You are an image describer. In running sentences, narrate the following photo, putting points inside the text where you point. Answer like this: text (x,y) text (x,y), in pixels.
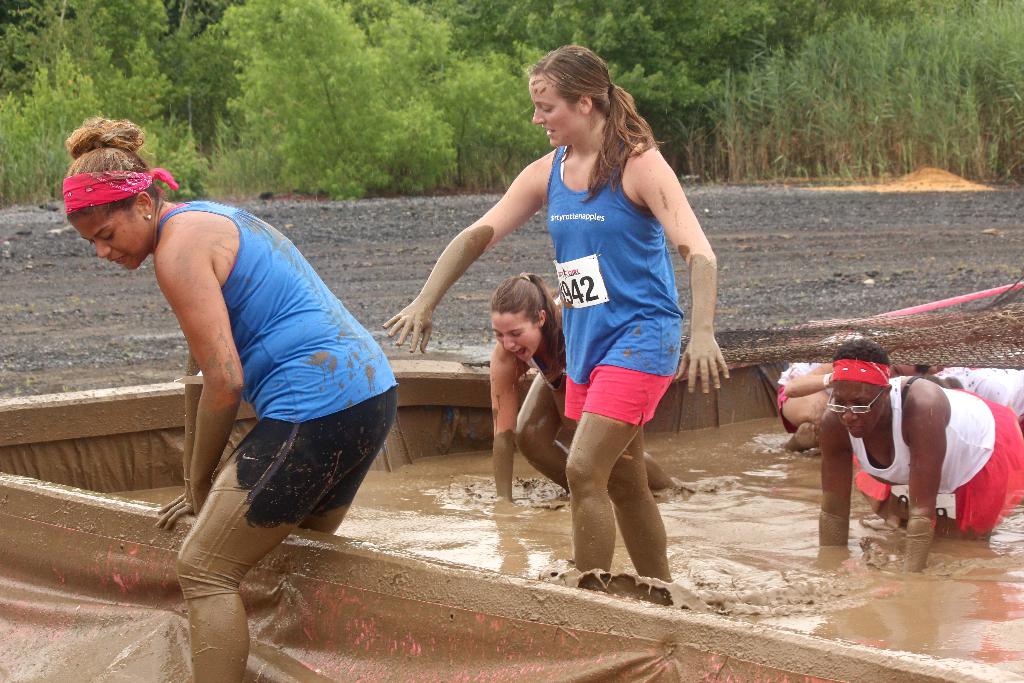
This image is taken outdoors. In the background (293,90) there are many trees (116,58) and plants (895,114). At the bottom of the image (988,507) a few women (851,380) are playing in the tub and two women (611,405) are walking and there is a ground (58,270).
